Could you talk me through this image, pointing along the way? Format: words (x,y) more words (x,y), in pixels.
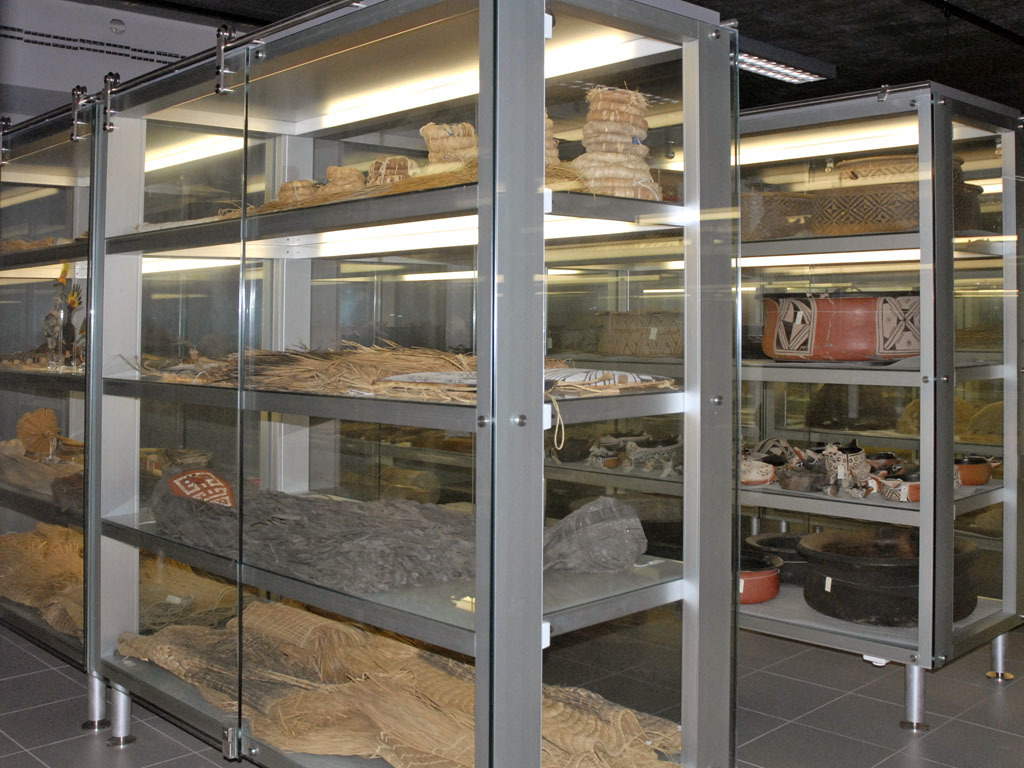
There are bowls (969,554), threads (383,520), and other objects (341,520) arranged on shelves (891,117), which are covered with glass (554,595), on the floor (650,699). In the background (786,82), there is a light (779,50) which is attached to the roof (812,24).
